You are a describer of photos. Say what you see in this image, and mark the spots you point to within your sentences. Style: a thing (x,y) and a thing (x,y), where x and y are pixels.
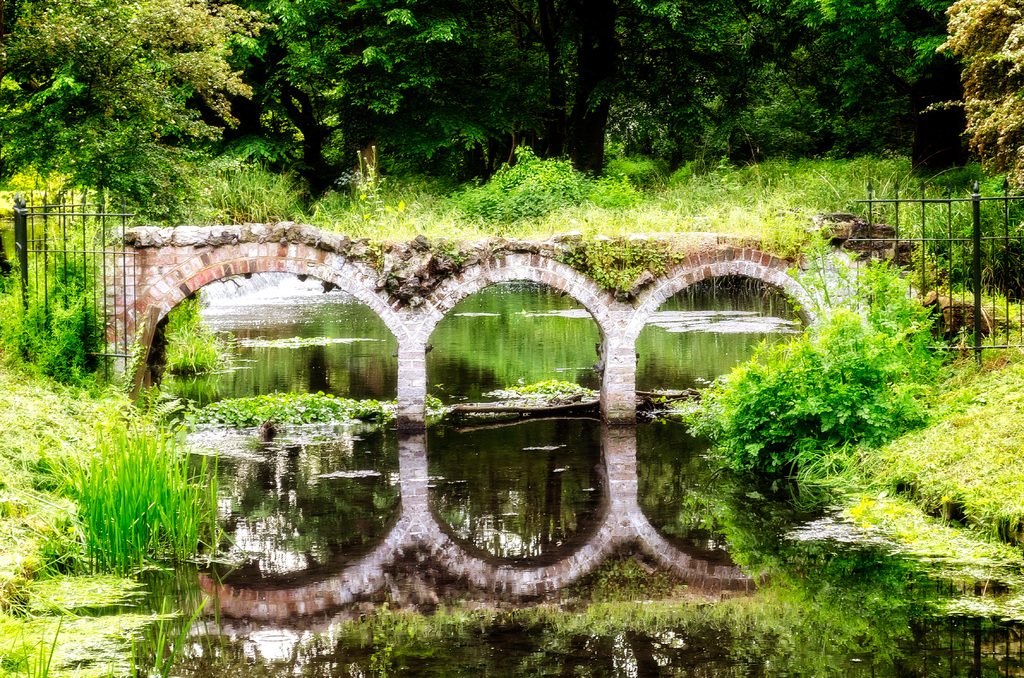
In this image we can see the bridge (172,242), there are plants (69,303), fencing (16,210), trees (511,132), and the grass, also we can see those reflections (589,467) on the water (534,453).
